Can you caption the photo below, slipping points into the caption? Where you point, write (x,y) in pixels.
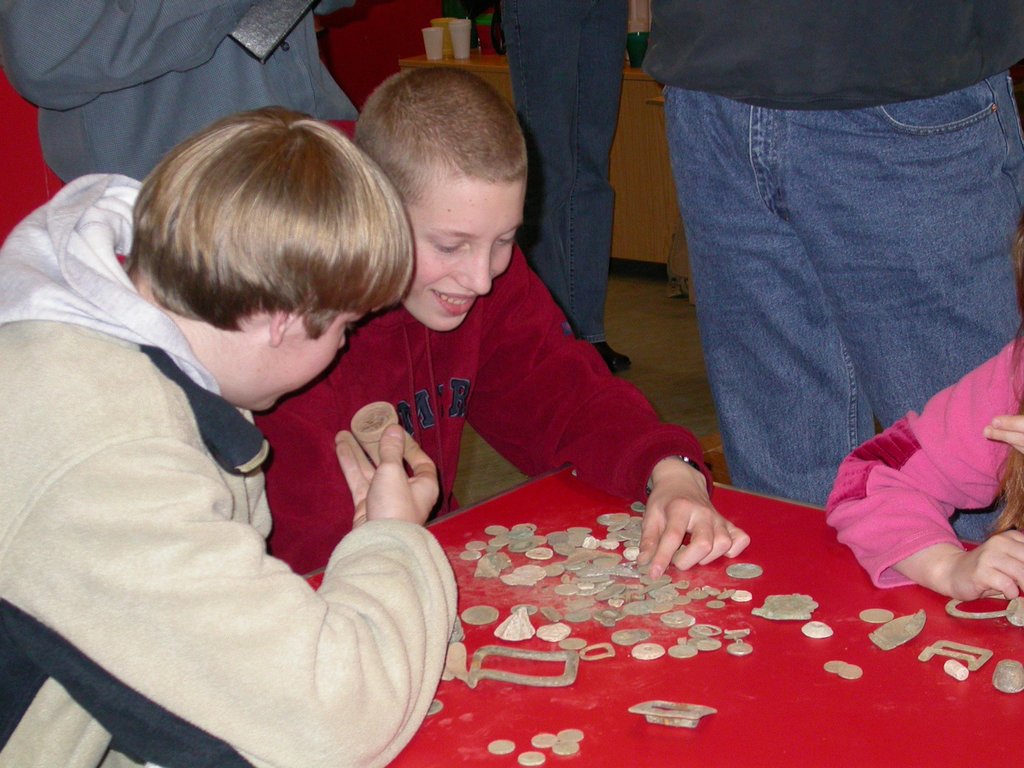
In this there are group of persons (949,526) sitting besides a table (460,536), On the table (692,734) there are some coins (577,543). Towards the right top (967,176) there is a man (678,32) and he is wearing a black t shirt (927,35) and blue jeans (953,226).
